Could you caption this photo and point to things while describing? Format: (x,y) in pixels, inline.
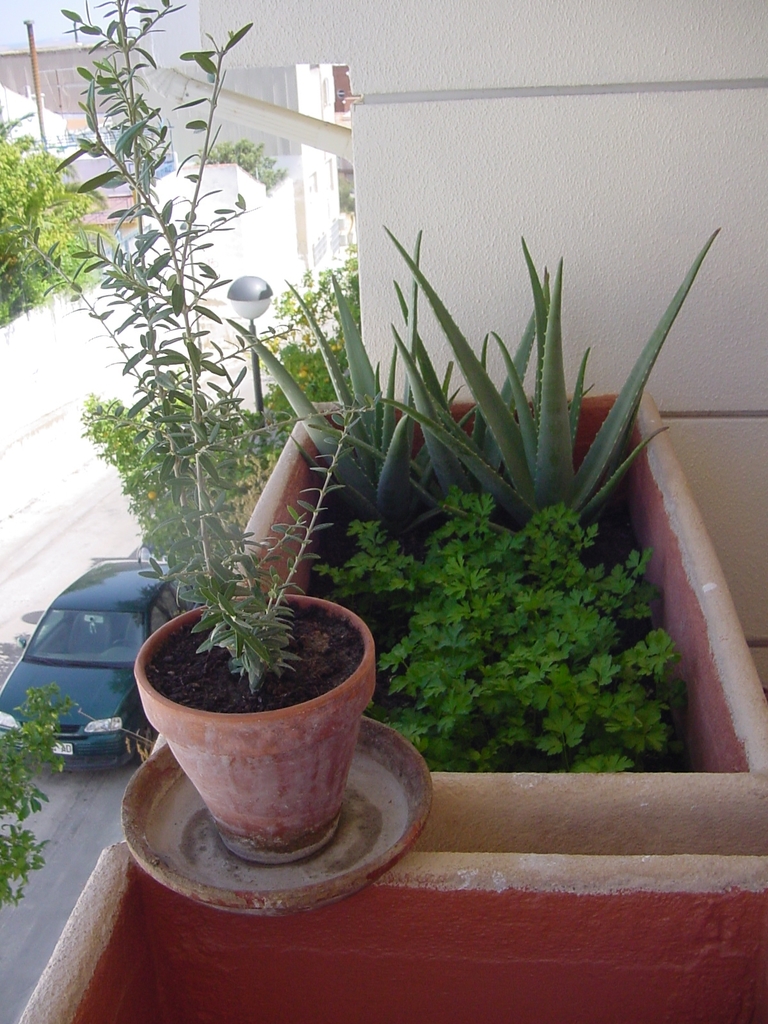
In the center of the image (468,344) there are flower pots (144,664). In the background of the image (478,69) there is wall (366,153). At the left side of the image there is a car (116,667). There is a road (79,823).
